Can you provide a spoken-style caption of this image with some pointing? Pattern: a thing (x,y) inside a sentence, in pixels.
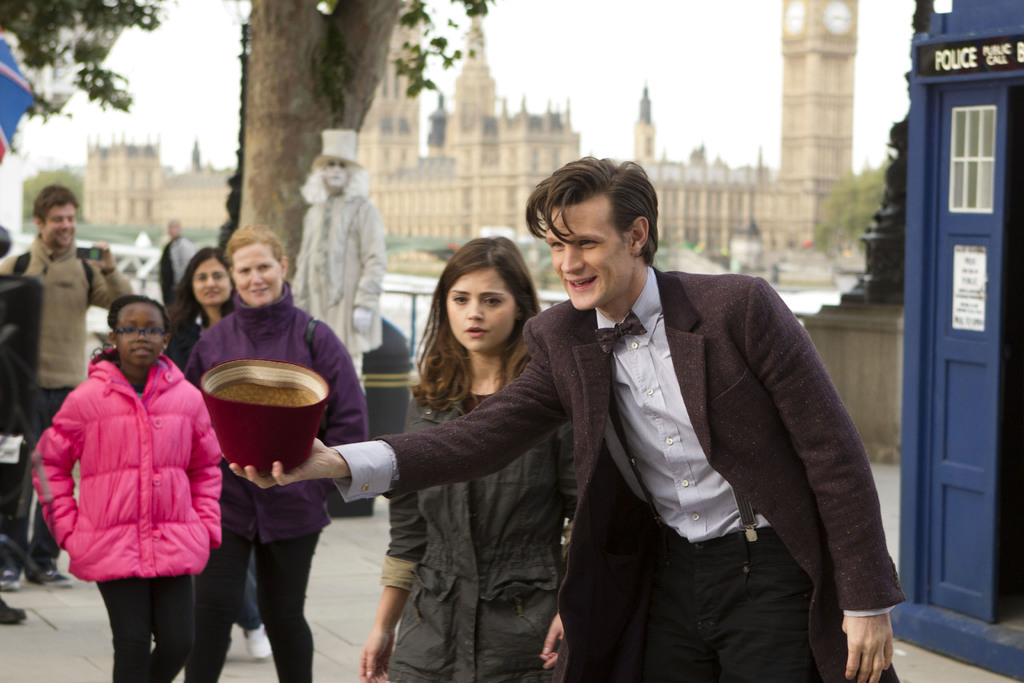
In this image I can see a person (425,463) holding a cap (292,402). I can see some people (249,326). In the background (408,200), I can see the buildings (468,153) and the trees (91,25).
